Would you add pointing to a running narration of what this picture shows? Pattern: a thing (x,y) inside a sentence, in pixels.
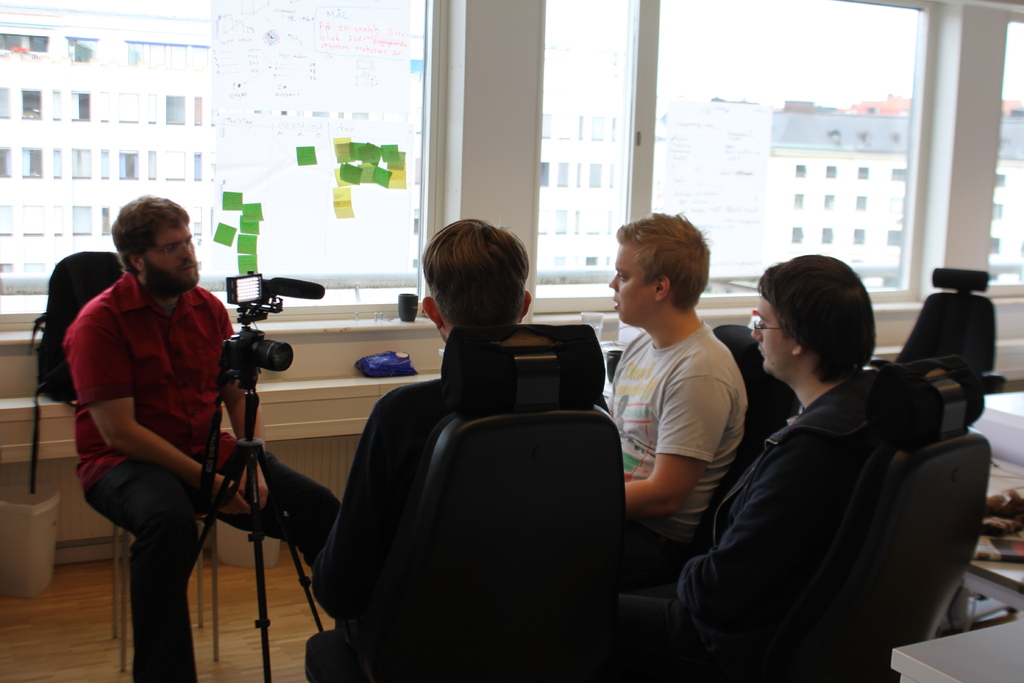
In this picture a guy (171,260) is sitting opposite to three other guys (403,471) and talking to them. He is recording everything which is fixed on a tripod stand (242,455). In the background (430,91) we find glass windows (540,158) and tables (1004,410). There are sticky notes (345,169) attached to the window (202,227).
